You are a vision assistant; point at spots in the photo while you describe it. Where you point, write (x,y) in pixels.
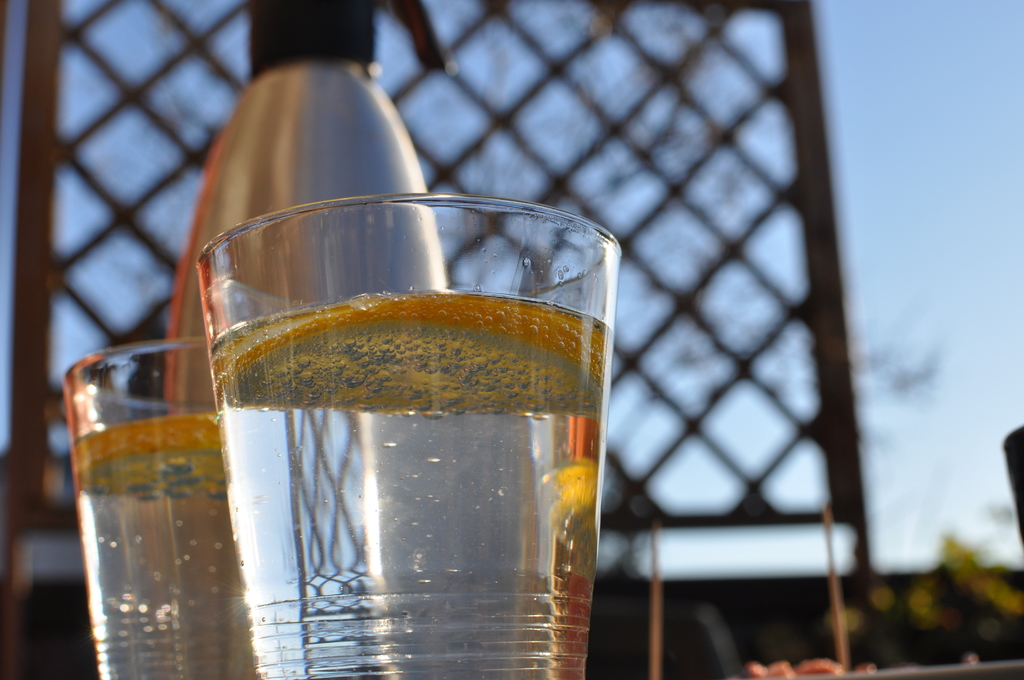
There is bottle (286,114), there are glasses (373,450) which contain water (385,479), this is sky (916,207).
